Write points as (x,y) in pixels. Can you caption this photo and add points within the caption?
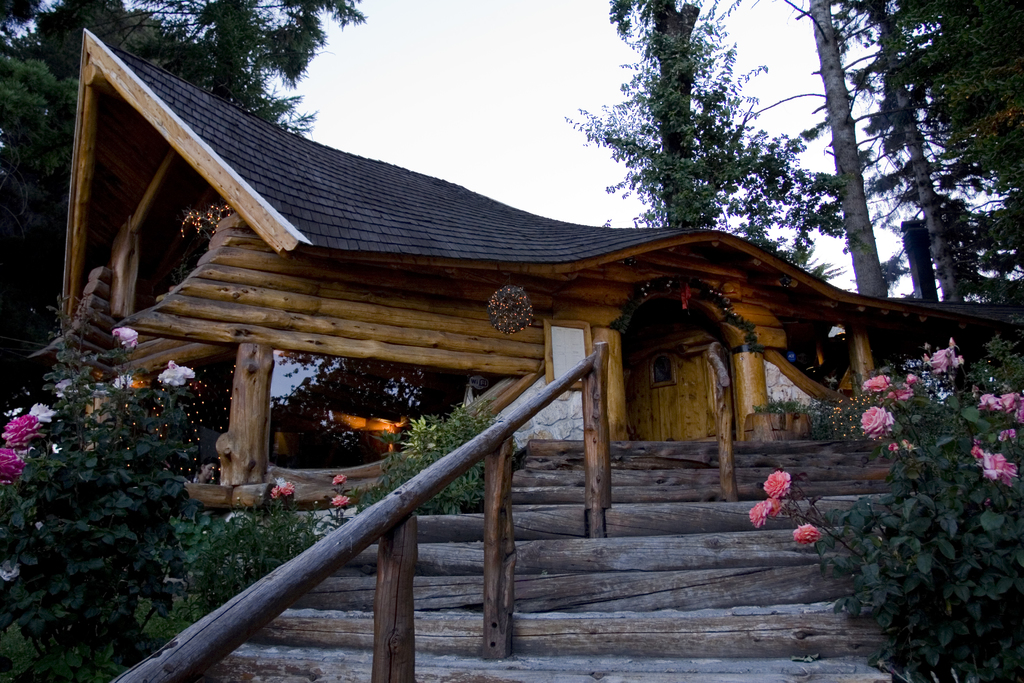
In this picture we can see plants (951,657), flowers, house (389,213), and trees (638,176). In the background (508,122) there is sky (548,111).
